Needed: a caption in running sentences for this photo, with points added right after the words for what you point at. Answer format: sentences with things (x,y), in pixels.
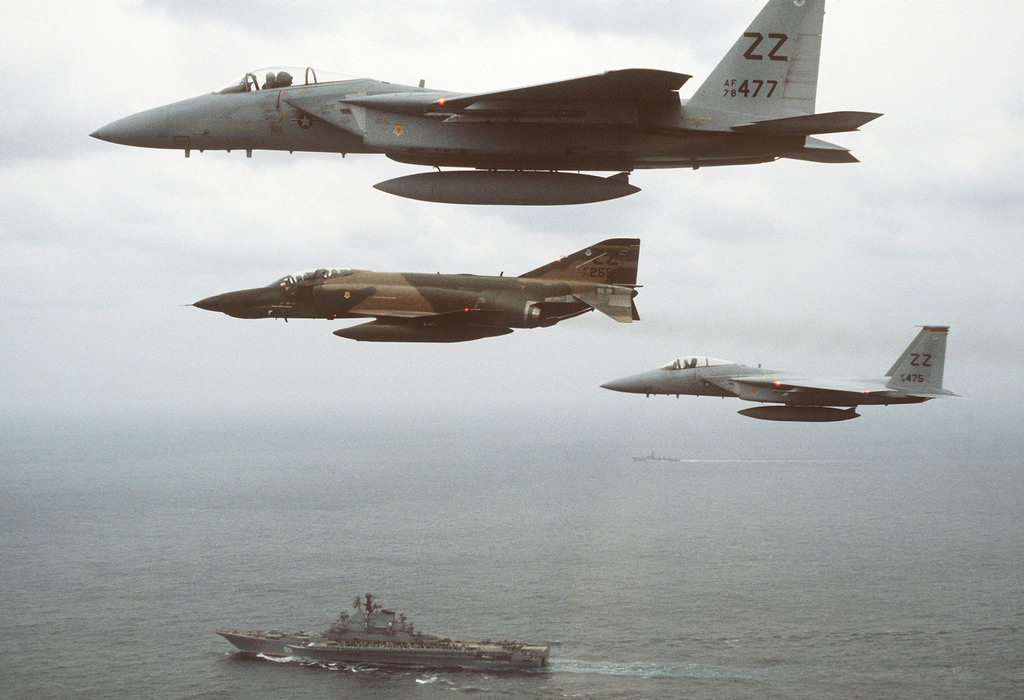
In this image we can see there are airplanes (751,102) flying in the sky (91,365), there is a ship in the water (413,618), the sky (280,45) is cloudy.
